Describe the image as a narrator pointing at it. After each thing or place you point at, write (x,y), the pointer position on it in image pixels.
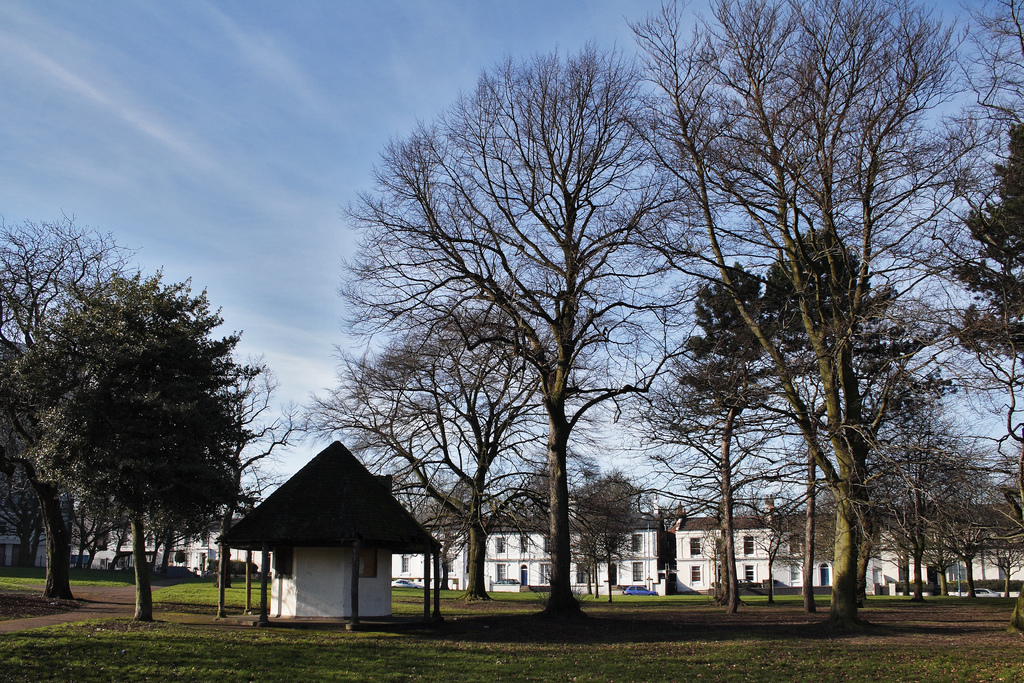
In this image we can see trees (351,392). Also there is a shed (289,559) with pillars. Also there are buildings (527,555) with windows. On the ground (304,653) there is grass (555,644). In the background (315,137) there is sky (315,137) with clouds (173,148).
